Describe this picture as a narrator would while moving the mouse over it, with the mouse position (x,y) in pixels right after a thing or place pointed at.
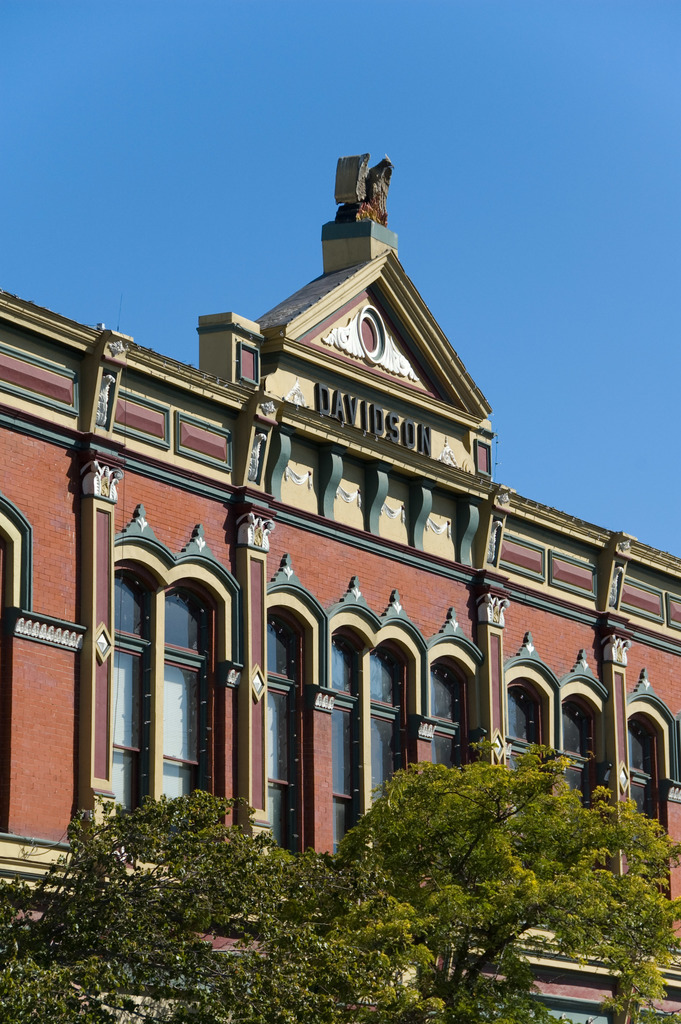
In the picture we can see a building (52,719) which is red in color with a name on it as DAVIDSON and near the building (537,558) we can see a part of the tree (471,833) and behind the building (499,648) we can see the sky (428,303).
